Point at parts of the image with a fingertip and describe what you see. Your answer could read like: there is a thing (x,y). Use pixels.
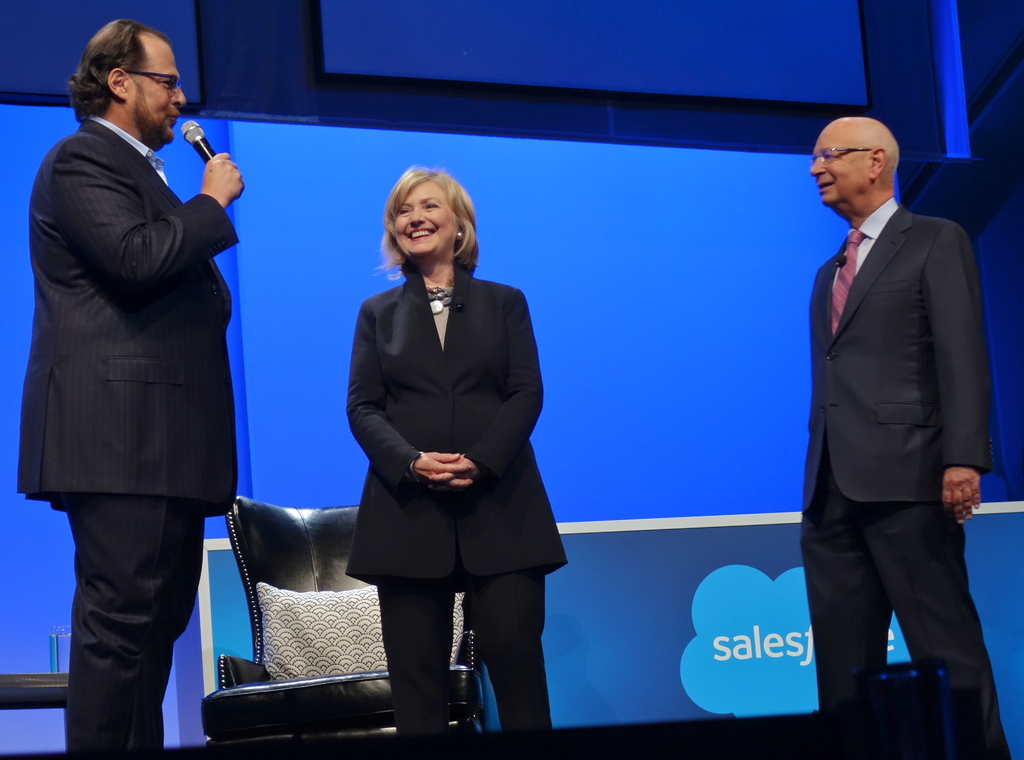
In the image there are three people (362,509) standing in the foreground (529,454) and the person (202,451) standing on the left side (93,437) is speaking something, behind the people (467,498) there is an empty chair (326,677) and in the background (716,546) there is some text (755,636) on a blue background (735,663).
